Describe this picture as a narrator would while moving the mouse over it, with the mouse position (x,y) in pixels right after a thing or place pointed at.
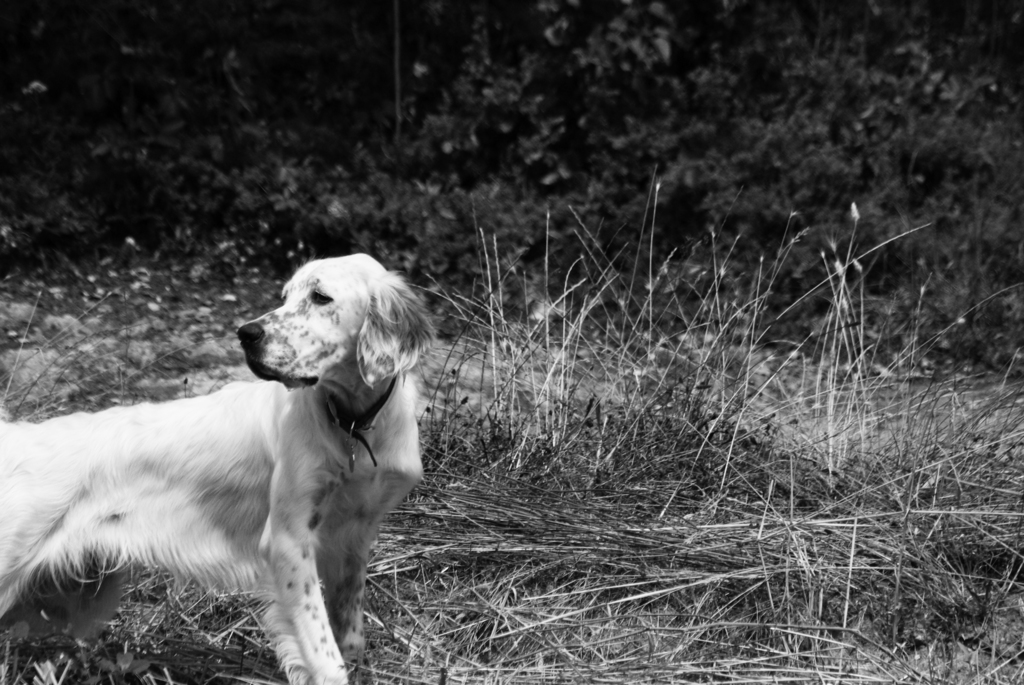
In the picture I can see a dog (336,539) is standing on the ground (409,542). In the background (510,285) I can see plants (299,210) and grass (568,368). This picture is black and white in color.
